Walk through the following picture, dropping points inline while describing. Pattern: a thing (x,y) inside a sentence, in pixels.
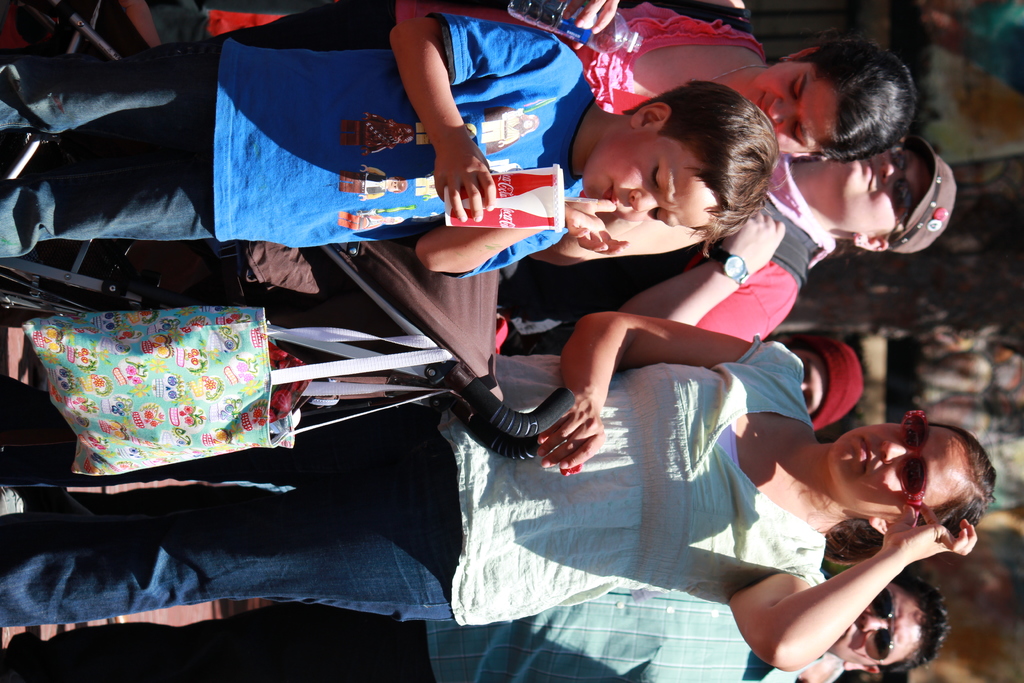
In this picture we can see a group of people (497,232) standing. A boy (548,159) is holding a cup (536,180) and the person (604,9) is holding a bottle (578,37) and behind the boy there is a stroller (479,334). Behind the people (645,348) there is a blurred background (996,641).
